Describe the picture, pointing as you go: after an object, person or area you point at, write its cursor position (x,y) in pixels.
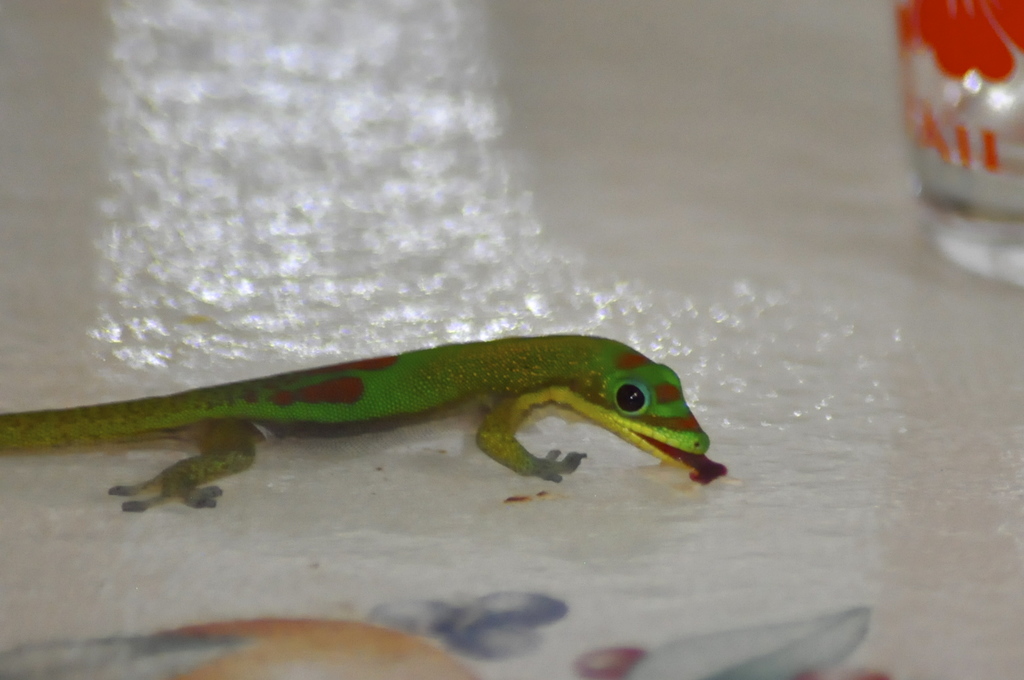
In this image we can see a lizard (396,400) on the white color surface (654,347), also there might be a bottle (954,148), and the background (561,111) is blurred.
